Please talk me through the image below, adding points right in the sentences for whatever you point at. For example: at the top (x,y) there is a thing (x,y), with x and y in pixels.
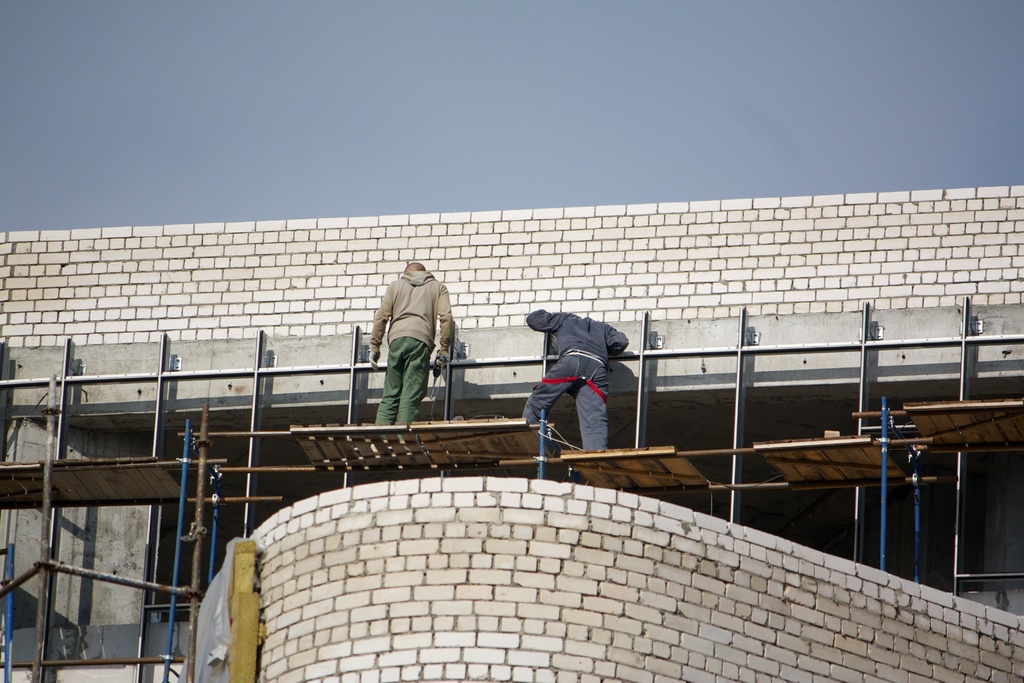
In the image there are two persons (408,410) standing on scaffolding (388,426) on the support (430,463) above a wall (551,577) and above its sky (519,131).
